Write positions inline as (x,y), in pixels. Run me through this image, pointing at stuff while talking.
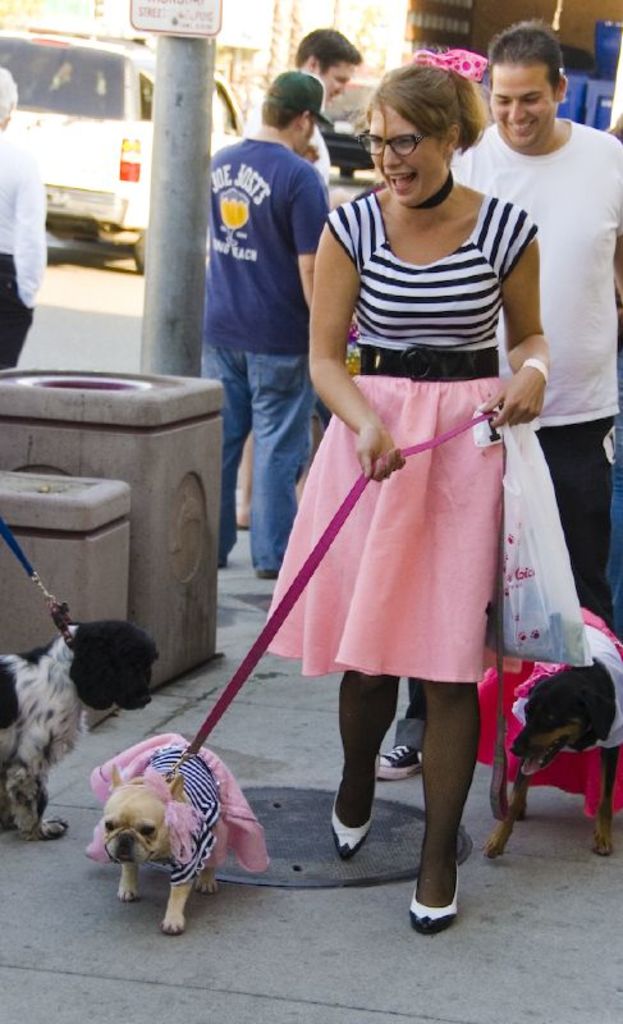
This picture shows that the people (448,566) are carrying the dogs (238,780) for a walking. In front (397,344) there is a woman (438,264) who is holding the belt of dog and a carry bag (545,524). At the background (605,315) there is another man (580,295) who is holding his dog (609,669). At the background (127,77) there is car (88,128), pole (202,149) and few people (272,153).
